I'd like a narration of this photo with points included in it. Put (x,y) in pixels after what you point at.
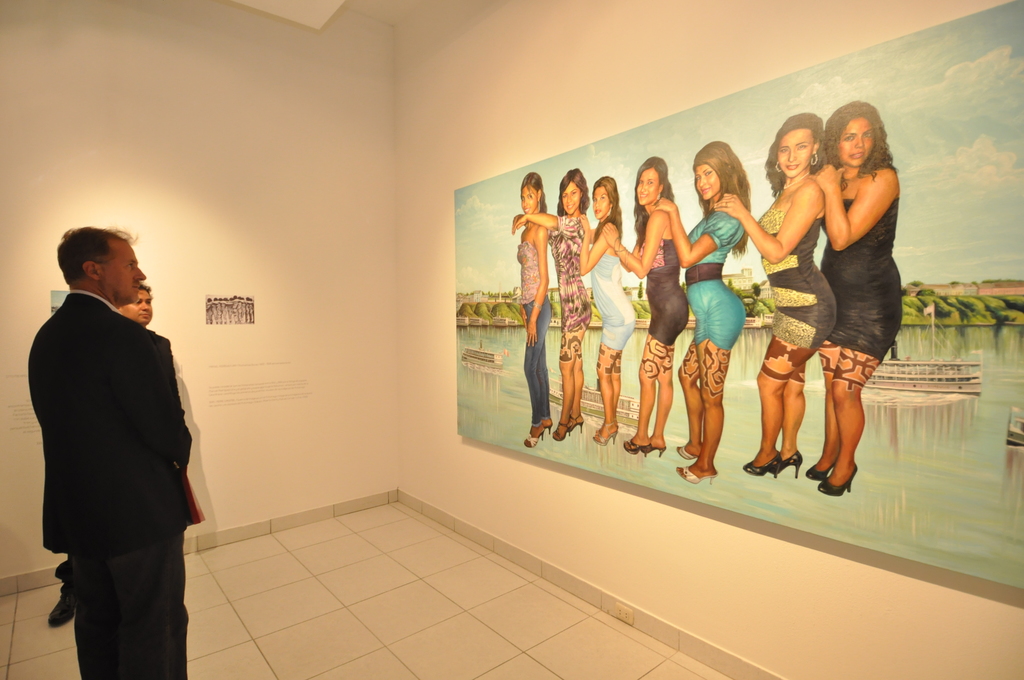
This is an inside view of a room (440,187). On the right side (992,253), I can see a photo frame of women (606,249) and it is attached to the wall (566,104). On the left side (108,331), I can see two men (143,507) are standing on the floor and looking at the photo (739,259).
